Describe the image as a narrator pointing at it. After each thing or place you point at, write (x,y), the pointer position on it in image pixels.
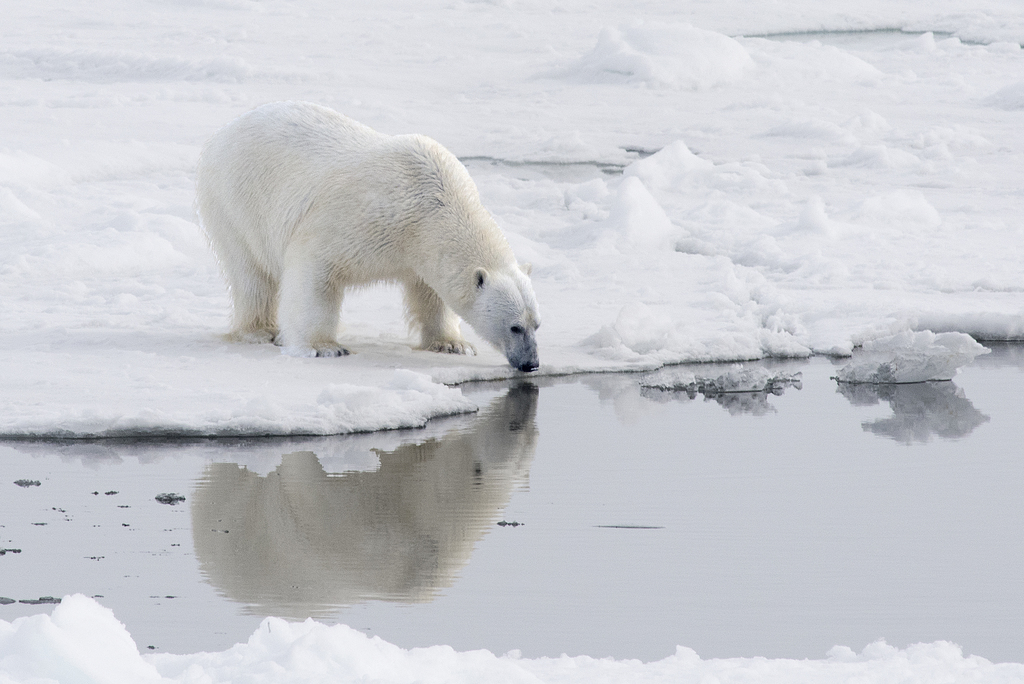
In this image I can see ground (391,127) full of snow (180,291) and on it I can see a white colour polar bear (469,234) is standing. I can also see water (406,441) on the bottom side (380,474).
